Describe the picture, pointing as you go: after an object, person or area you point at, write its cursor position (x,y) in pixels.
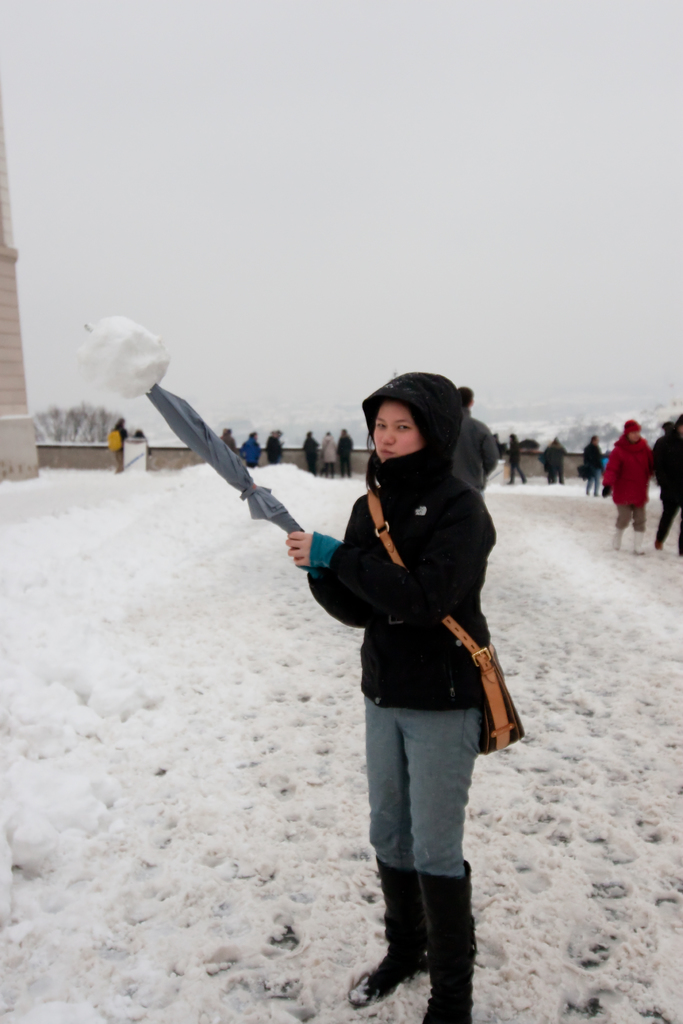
In the middle of this image (433,434), there is a person (413,547) in a black color jacket (387,517), wearing a handbag (494,713), holding an umbrella (286,511) which is closed and standing on a snow surface (512,923). There is a snow (149,368) attached to this umbrella (175,394). In the background (484,351), there are persons (643,499) on the snow surface (585,529), there is a wall (581,465), there are trees (611,442) and there is sky (343,115).
